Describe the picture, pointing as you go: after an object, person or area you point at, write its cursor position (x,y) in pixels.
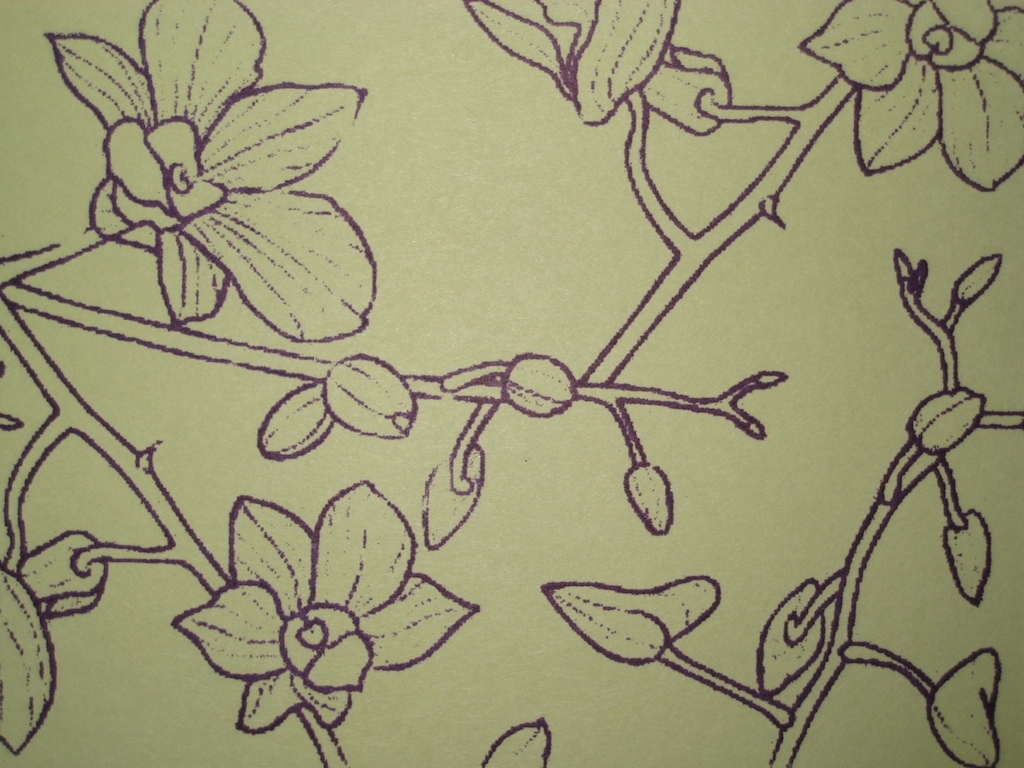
In the image we can see there is a drawing (212,285) of flower (297,305) and plants (787,610) on the wall (310,477).
